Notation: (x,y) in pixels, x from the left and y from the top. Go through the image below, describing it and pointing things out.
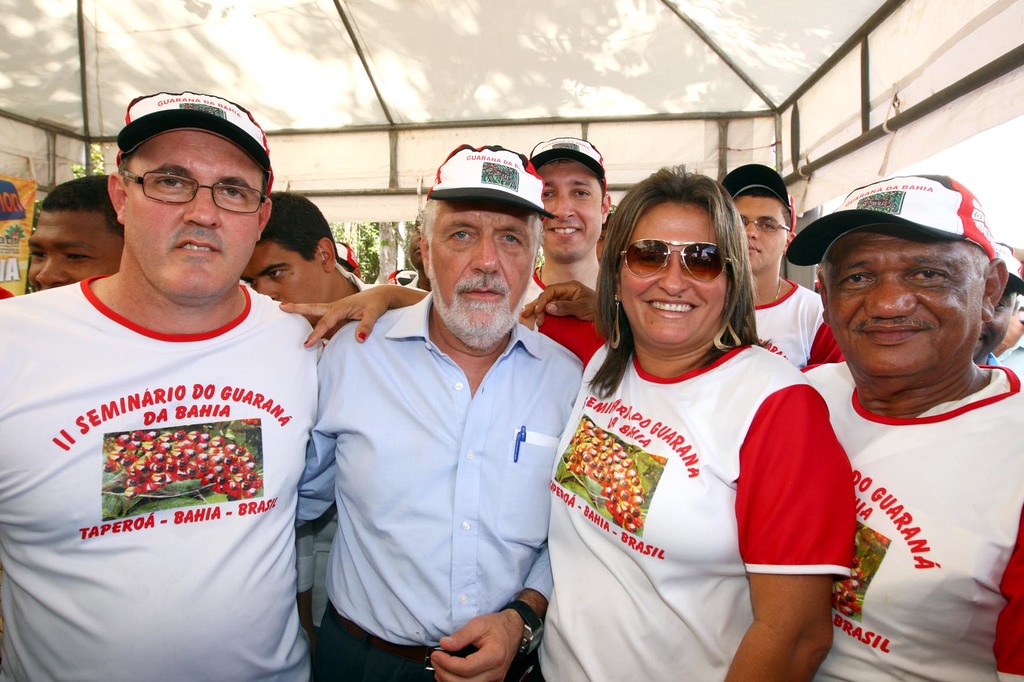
In the picture I can see a group of people (638,450) are standing among them some are wearing glasses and some are wearing hats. In the background (388,260) I can see metal rods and some other objects (357,181).
